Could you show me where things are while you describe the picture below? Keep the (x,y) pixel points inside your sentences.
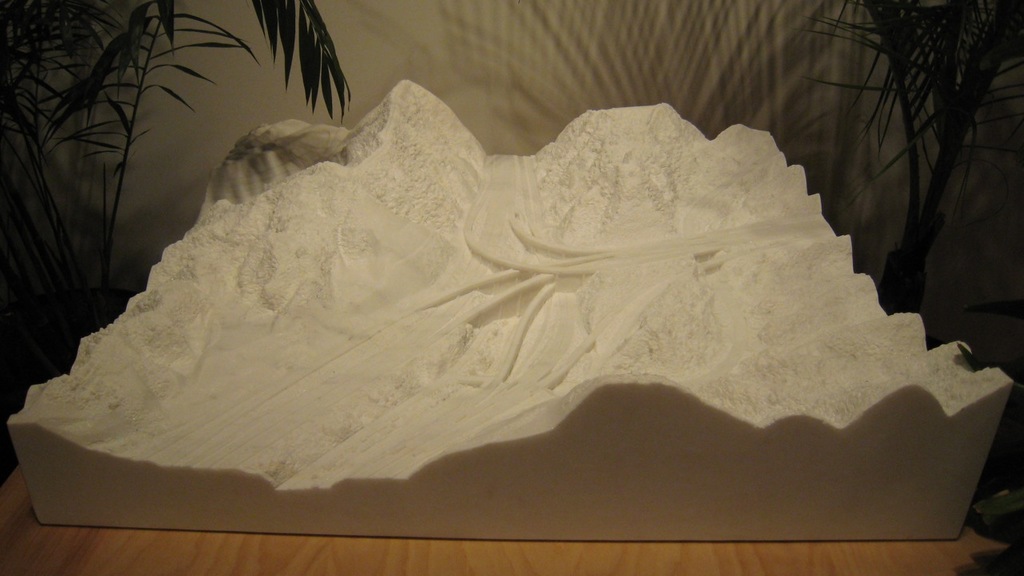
In this picture it looks like a model of ice mountains (472,268) kept on a table (382,557).
